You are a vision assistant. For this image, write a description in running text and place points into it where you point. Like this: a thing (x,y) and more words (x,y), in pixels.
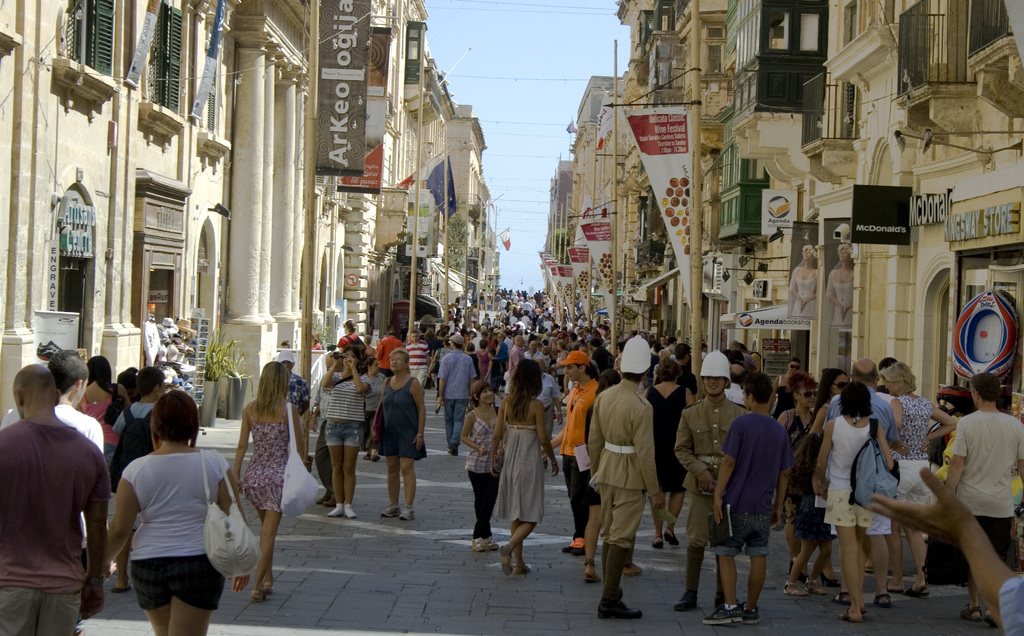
In this image, we can see people (506,397) on the road (364,484) and are wearing bags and there are two people (646,410) wearing uniforms (647,433) and helmets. In the background (388,231), there are buildings (402,89), boards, banners (202,112), houseplants (230,357) and we can see poles (415,223). At the top (495,65), there is sky (509,44).
